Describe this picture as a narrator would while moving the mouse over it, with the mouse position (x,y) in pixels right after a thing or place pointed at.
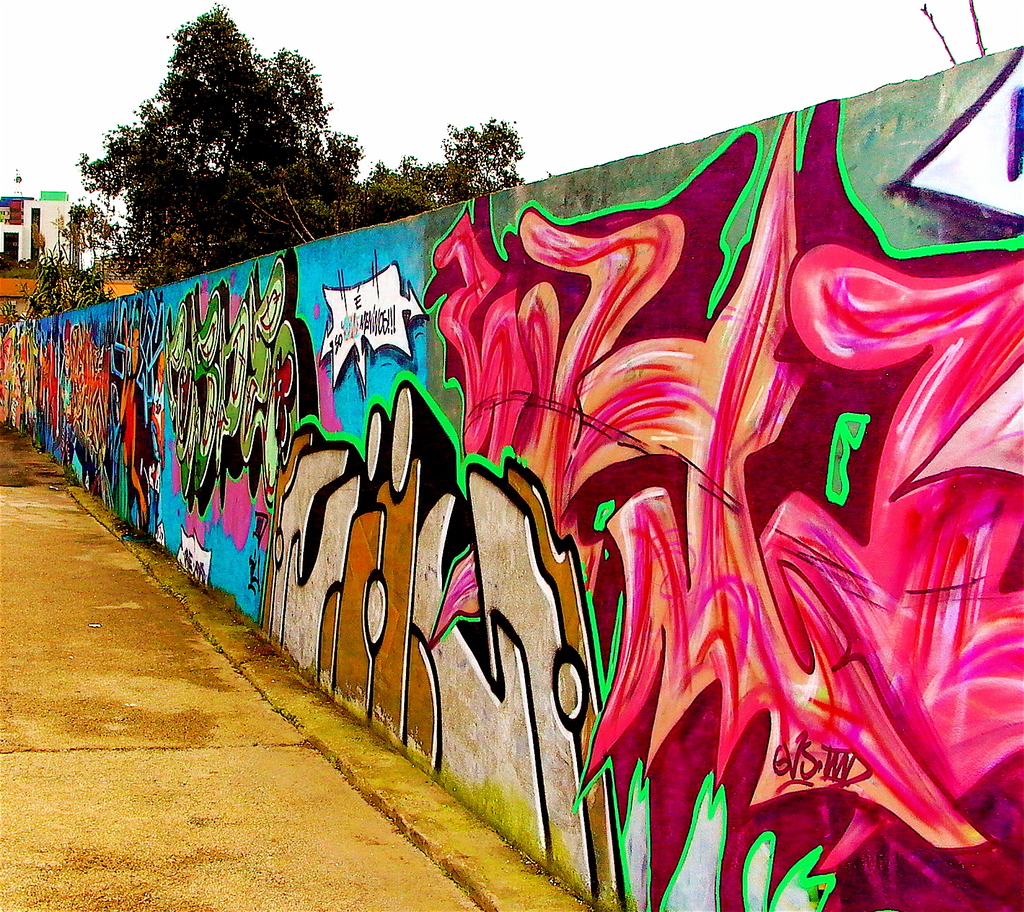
In this image we can see a wall (901,265) and on wall (317,407) different color paintings (326,420) are there. Bottom of the image (188,761) road (161,750) is there. Behind the wall (14,400) trees (269,206) and buildings (60,201) are there. The sky (260,20) is in white color.
